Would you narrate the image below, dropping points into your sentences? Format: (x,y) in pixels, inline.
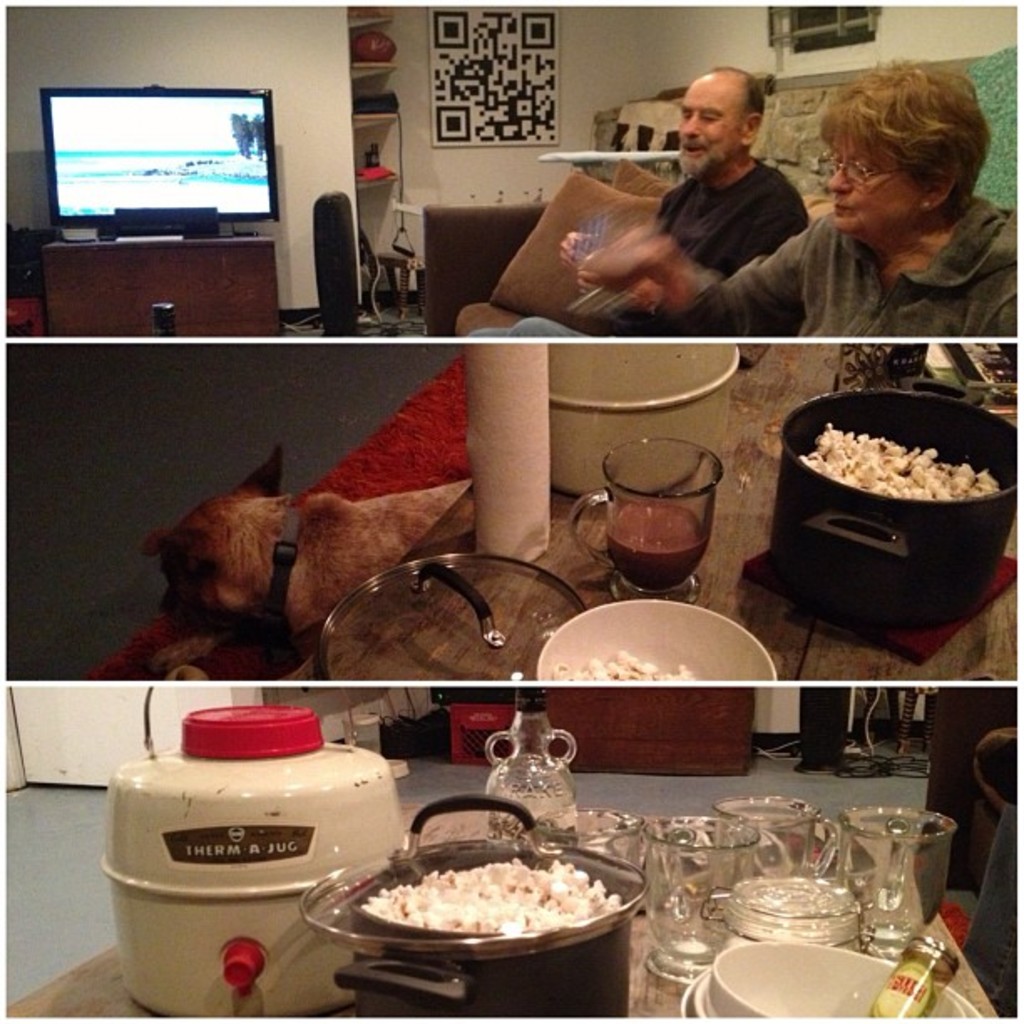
There are three images. In the first image, there are two persons (744,132) sitting on a sofa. Beside them, there is a television (252,160) on a table (61,251). In the background (300,243), there is a white wall (346,22) and other objects (391,263). In the second image, there are popcorn (889,444) in a vessel (971,450), besides this, there is a glass (678,534) and other objects (636,434) on the table (723,487). Beside this table (801,638), there is a dog (372,525). In the third image, there is a tin (240,863), there are glasses (699,846), a jug (544,818), popcorn (546,886) in a vessel (610,968) and other objects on the table (987,1011). In the background (43,857), there is a floor (54,850) and a white wall (96,722).
